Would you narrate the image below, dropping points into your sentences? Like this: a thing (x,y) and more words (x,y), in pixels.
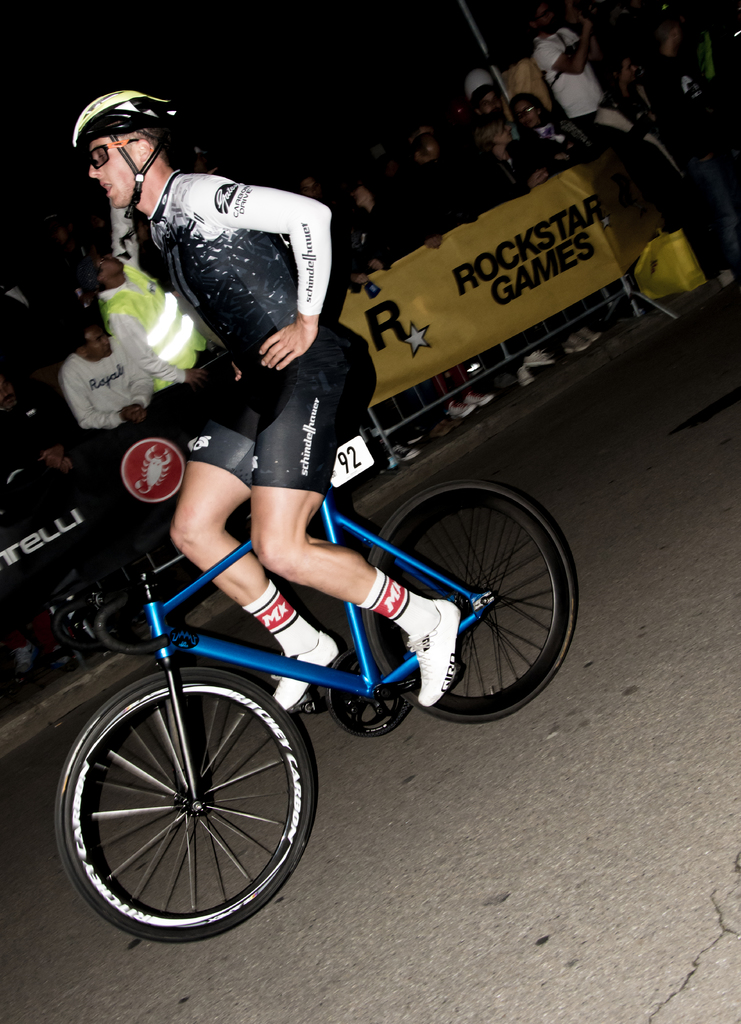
In the center of the image (362,389) a man (278,259) is sitting on a bicycle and wearing helmet (116,121), goggles (105,151). In the background of the image (141,406) we can see a group of people (485,182), barricades (419,248), boards (507,247), bag (664,247). At the bottom of the image (551,949) we can see the road (625,855).
